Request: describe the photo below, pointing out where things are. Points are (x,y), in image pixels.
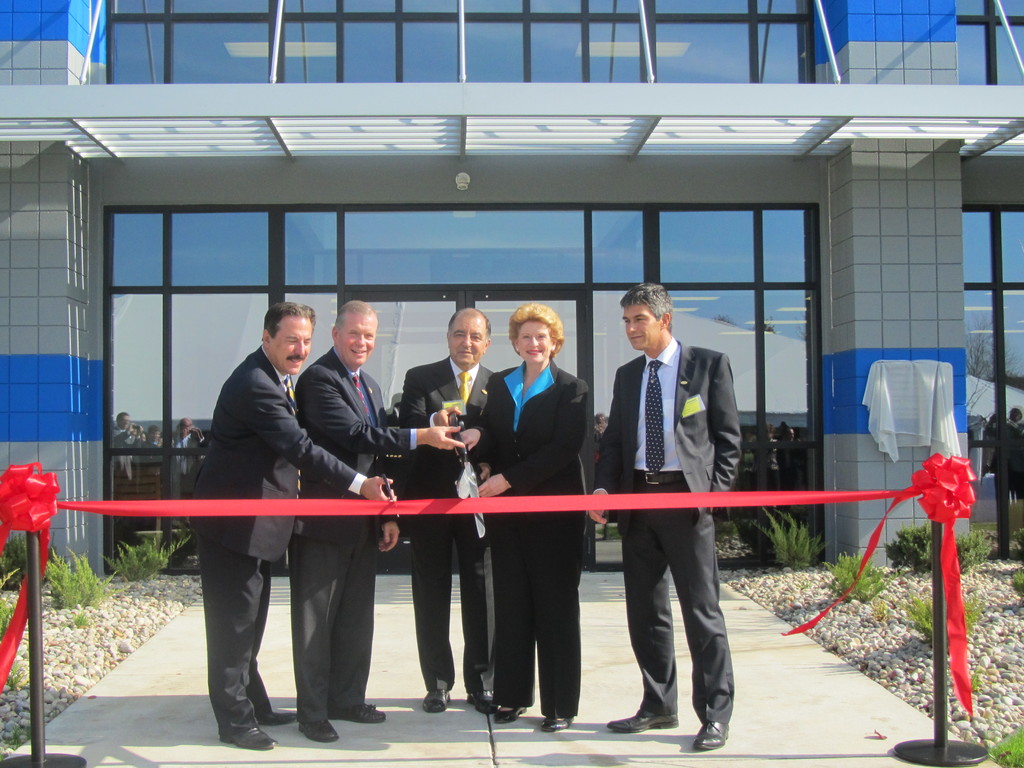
In the picture we can see some men (312,422) and a woman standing on the path (451,760) and cutting a ribbon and they are wearing a black blazers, ties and in the background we can see a building (133,388) with some glasses (423,1) to it and near to it we can see some plants (59,583).
